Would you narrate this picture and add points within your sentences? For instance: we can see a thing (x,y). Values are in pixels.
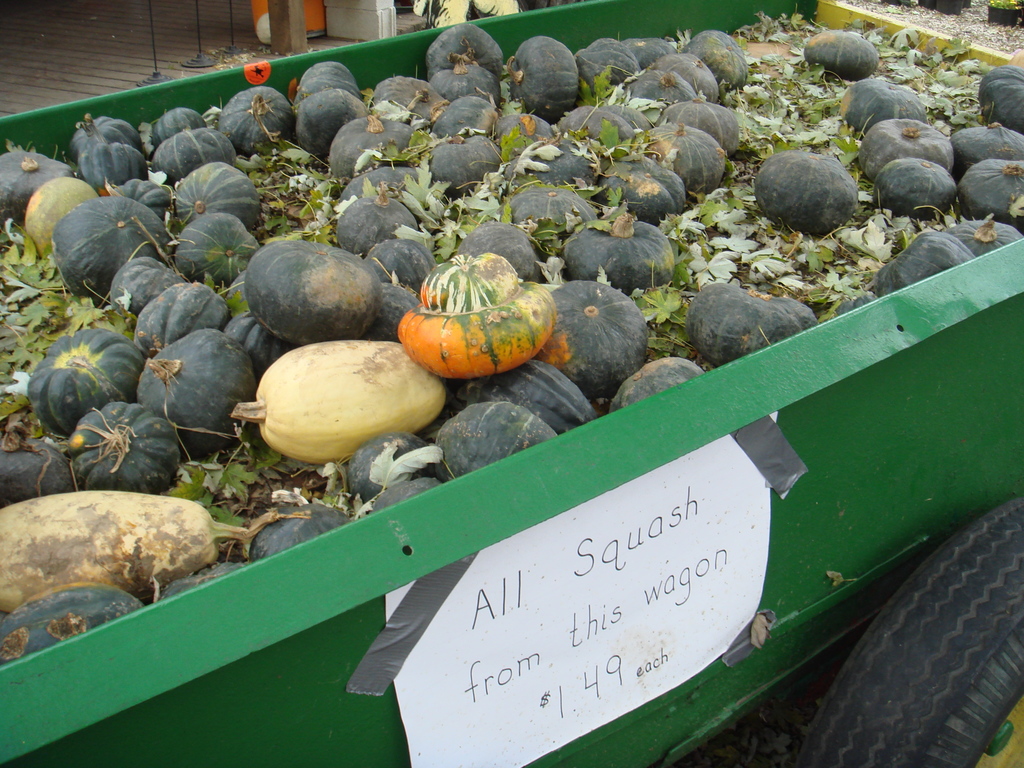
In this image we can see there are few pumpkins (203,370) are loaded in the truck (786,657) and a label (570,619) attached to it.
